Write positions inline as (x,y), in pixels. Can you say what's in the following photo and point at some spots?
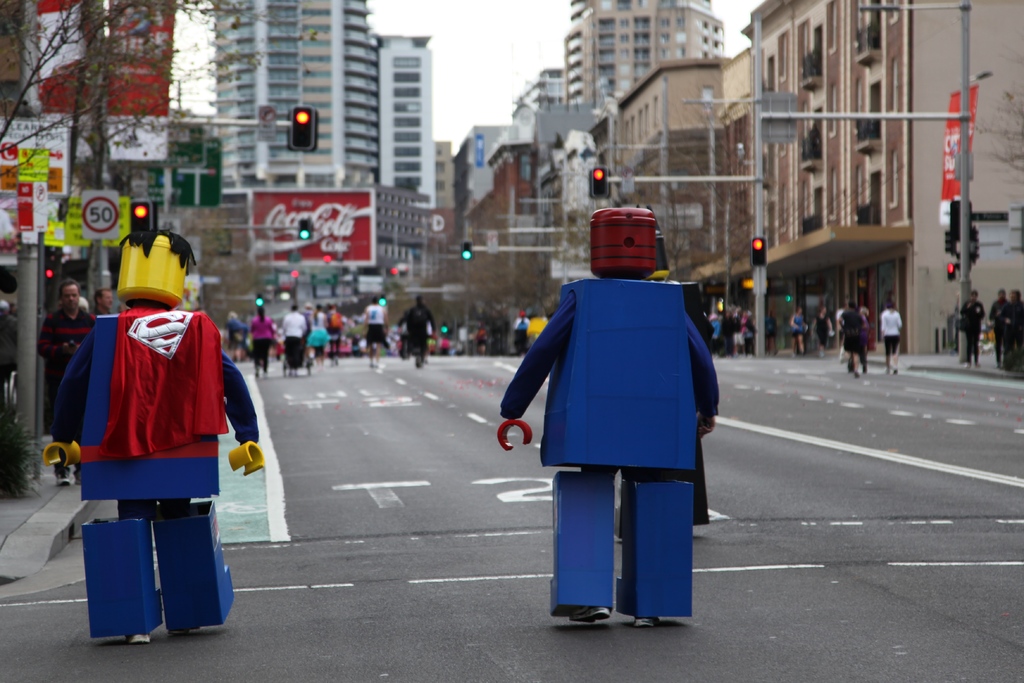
In the foreground of this image (671,452) we can see group of persons (601,395) wearing costumes (106,446) are standing on the road (551,628). To the left side of the image (106,206) we can see some sign boards (70,223) with text (102,219), some trees (91,149) and traffic lights (313,129). In the background (71,348), we can see a group of people (438,339) standing on the ground (843,363), some poles (961,175), group of trees (726,215), buildings (499,145) with windows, banner (330,233) with some text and the sky (445,58).
